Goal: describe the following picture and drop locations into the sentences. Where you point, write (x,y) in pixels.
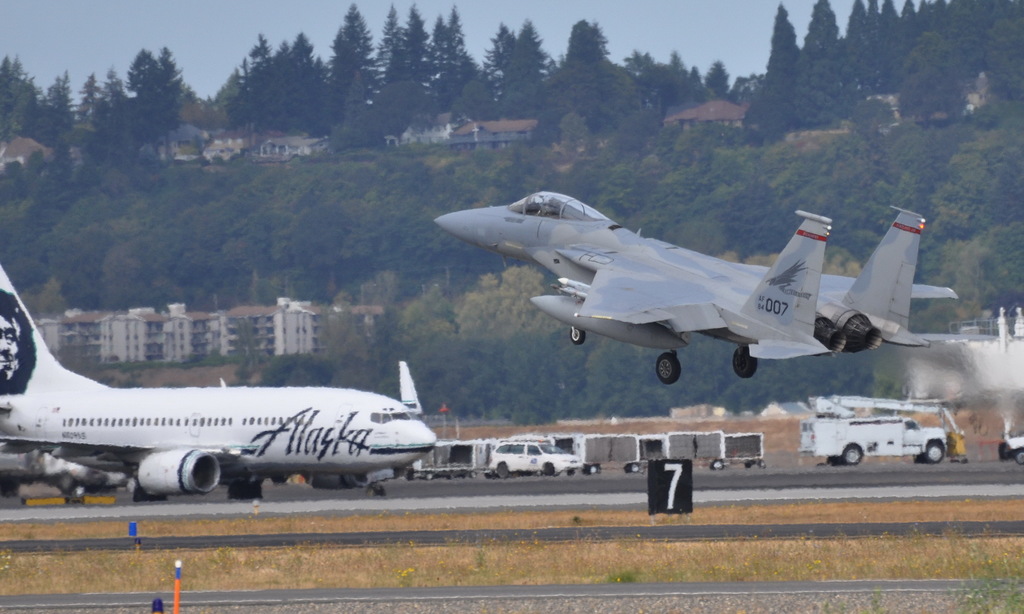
In this image we can see an airplane (252,440) and few vehicles (587,454) on the road (469,482) and an airplane (648,276) is flying, there is a board (677,478) with number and grass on the ground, and in the background (253,52) there are few trees (716,188), buildings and the sky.
